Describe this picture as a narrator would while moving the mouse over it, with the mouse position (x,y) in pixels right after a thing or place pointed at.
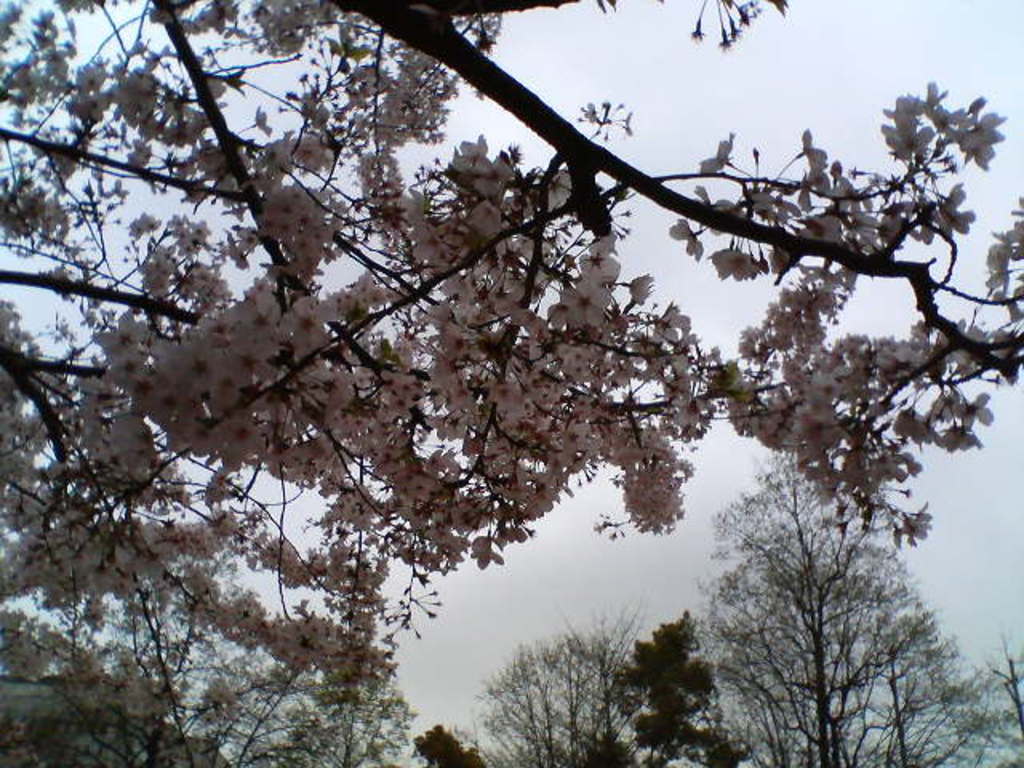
In this image we can see branches (941,321), flowers (297,306), and trees (717,755). In the background (781,162) there is sky (906,61).
